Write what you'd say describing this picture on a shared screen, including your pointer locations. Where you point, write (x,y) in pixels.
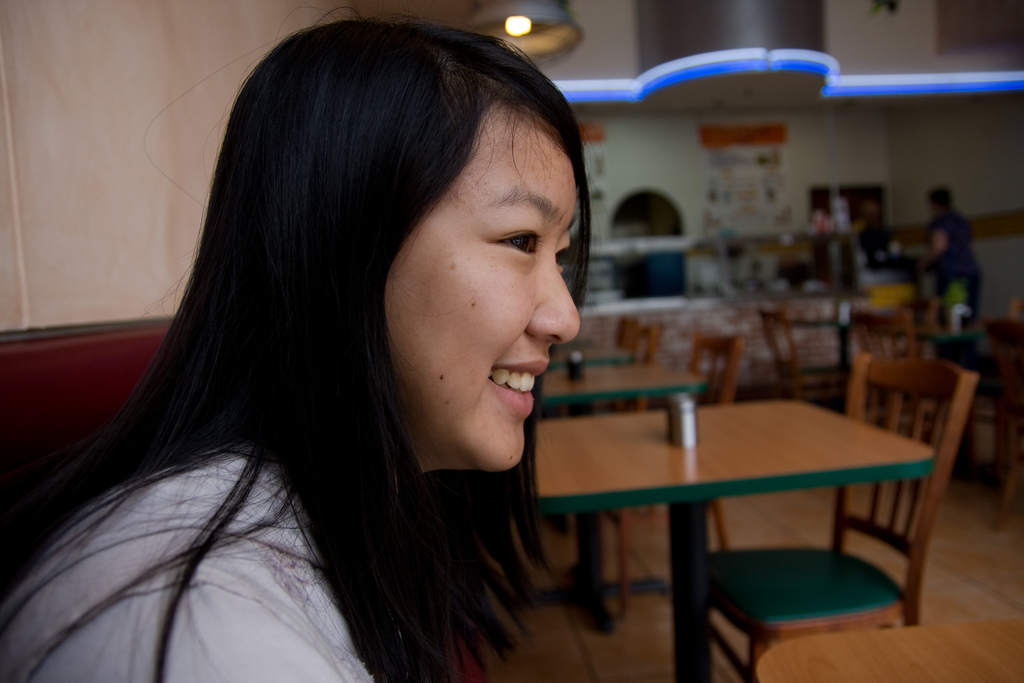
In this picture there is a woman (122,518) who is smiling. There is a steel bottle (686,431) on a table (813,470). There is a chair (811,566). There a bulb (530,27) to the left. Two people (870,231) standing to the right side (952,301). Few posters (754,201) are visible on the wall (836,174).
